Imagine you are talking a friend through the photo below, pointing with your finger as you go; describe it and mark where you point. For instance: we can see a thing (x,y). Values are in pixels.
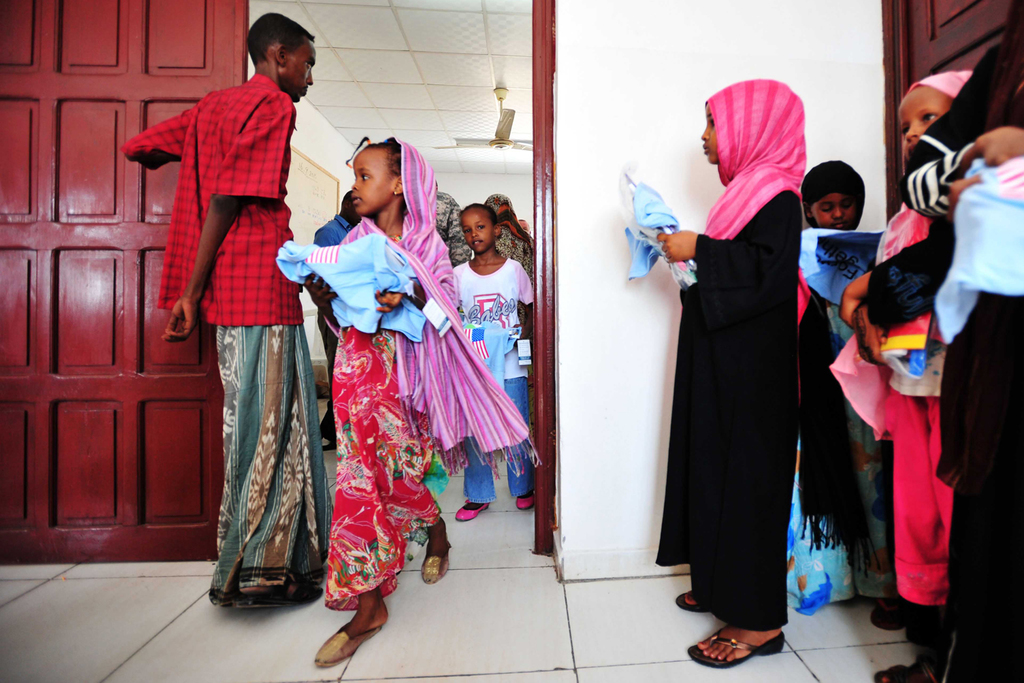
In this picture we can see a few kids (393,476) holding objects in their hands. We can see some people (452,276), doors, a ceiling fan (440,145) and other objects (358,278).
